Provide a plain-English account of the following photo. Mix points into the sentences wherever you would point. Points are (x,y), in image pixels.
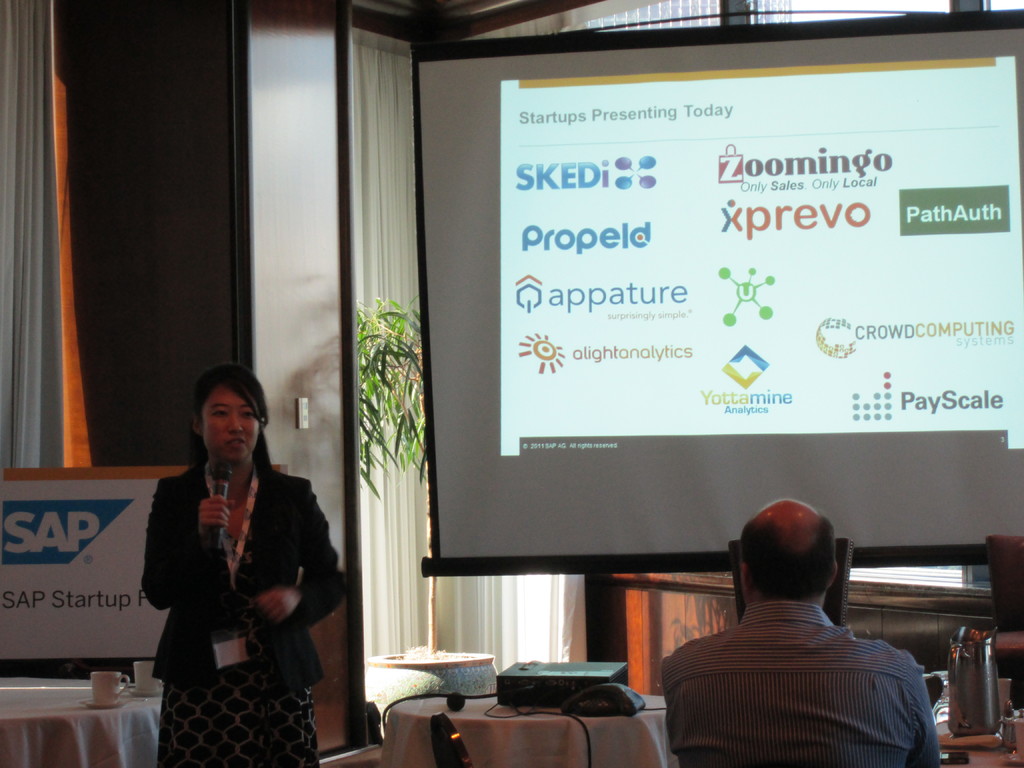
In this picture there is a woman (217,556) standing with a mic (222,494) in her hand (208,500). There is another man (750,676) sitting in the chair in front of a table (468,710) on which a projector (542,683) was placed. In the background (610,378) there is a projector display screen (590,316) and a plant (391,373).
